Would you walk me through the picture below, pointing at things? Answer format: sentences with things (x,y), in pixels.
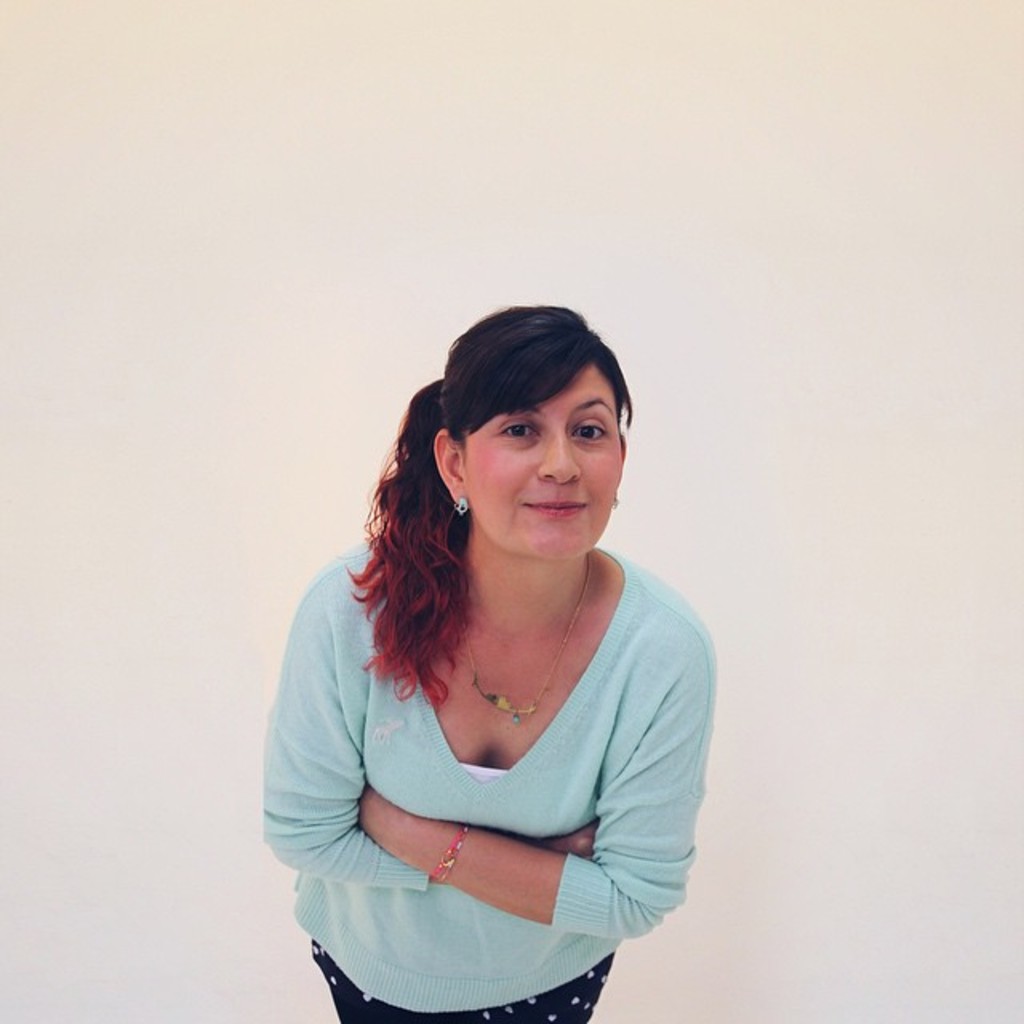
In this picture there is a woman (398,601) smiling. In the background of the image (851,413) it is cream color.
